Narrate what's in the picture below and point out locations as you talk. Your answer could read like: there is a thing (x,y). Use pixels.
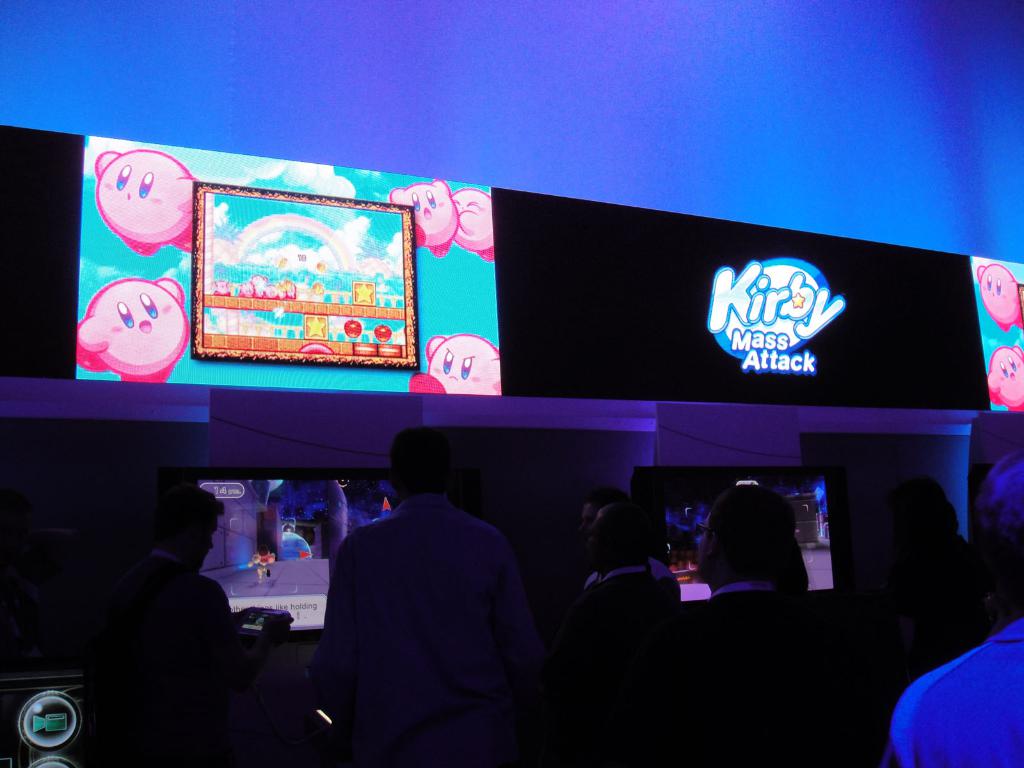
In this picture, we can see a group of people (540,678) standing on the floor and in front of the people (502,649) there are monitors (699,523) and screens (548,322).
